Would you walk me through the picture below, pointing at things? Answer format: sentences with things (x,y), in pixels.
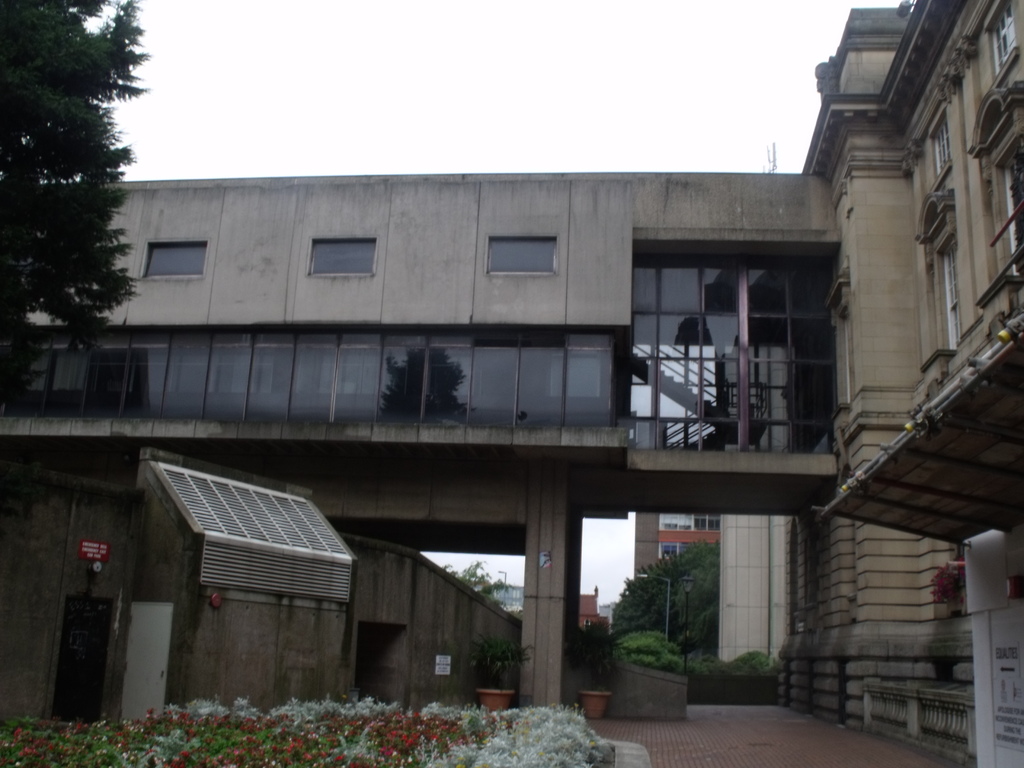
In the image there is a building (390,237) in the front (645,497) with plants (160,722) and trees (73,71) behind it and in front of it and above its sky (428,77).
